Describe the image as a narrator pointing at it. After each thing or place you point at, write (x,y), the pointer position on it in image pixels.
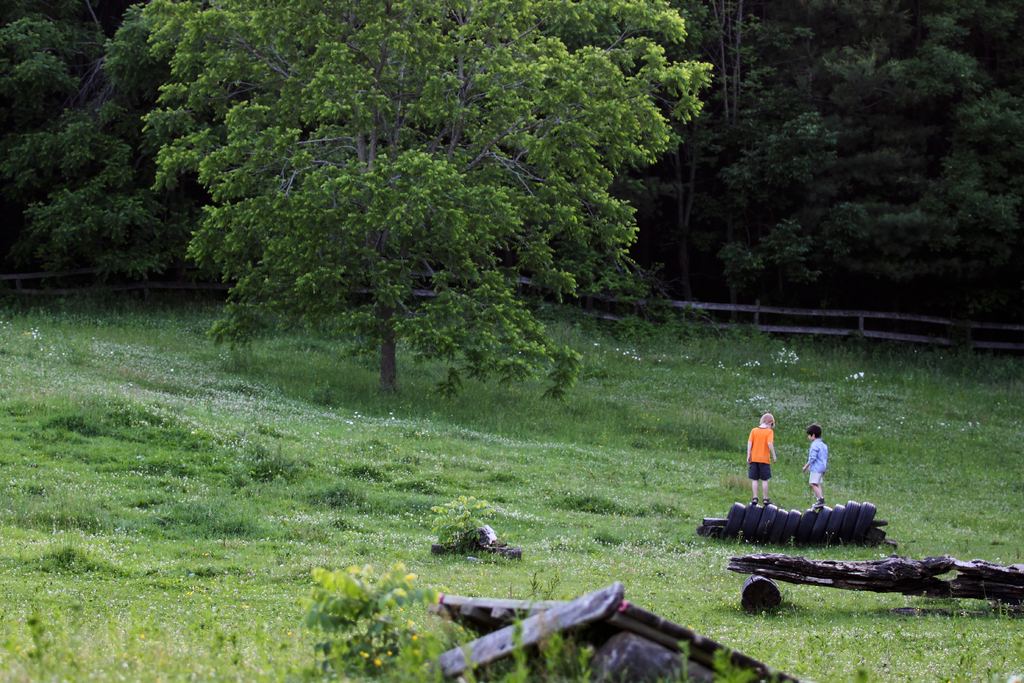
In the image there is a grass surface (506,470) and there are two boys (764,459) standing on the tyres (769,515) and there is a tree (383,334) on the grass surface (328,348), behind the tree (362,177) there are many trees (672,174) behind a fencing (58,290).
